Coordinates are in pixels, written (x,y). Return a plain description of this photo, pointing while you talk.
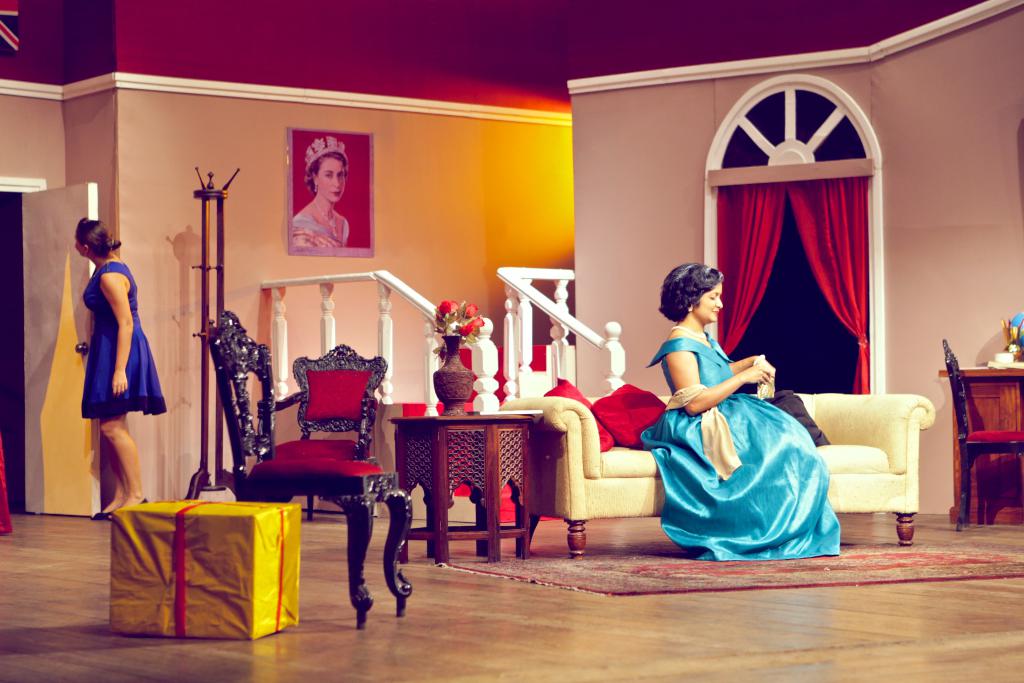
In the left (56,351) a woman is standing near the door (46,338) there is a picture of an women (295,243) on the wall (479,231) and in the right (829,534) a woman (749,528) is sitting on the Sofa (845,472) she wears a blue color dress (821,486) and behind her there is a staircase (516,348) on the right side (773,326) there is a entrance (876,258) and curtains (839,254) for it.
